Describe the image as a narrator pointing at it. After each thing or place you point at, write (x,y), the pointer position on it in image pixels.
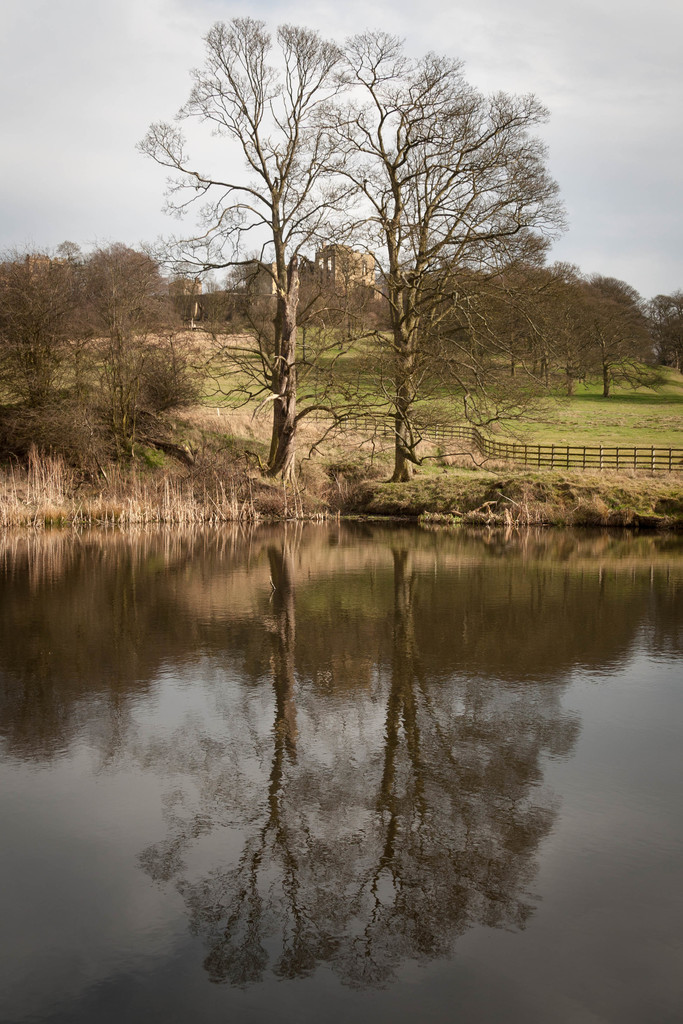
In this picture we can see many trees (125,315), plants (603,517) and grass (677,503). On the right (639,464) we can see the wooden fencing (656,456). At the bottom (434,996) there is a water (535,996). At the top (586,65) we can see sky (616,94) and clouds (586,110).
